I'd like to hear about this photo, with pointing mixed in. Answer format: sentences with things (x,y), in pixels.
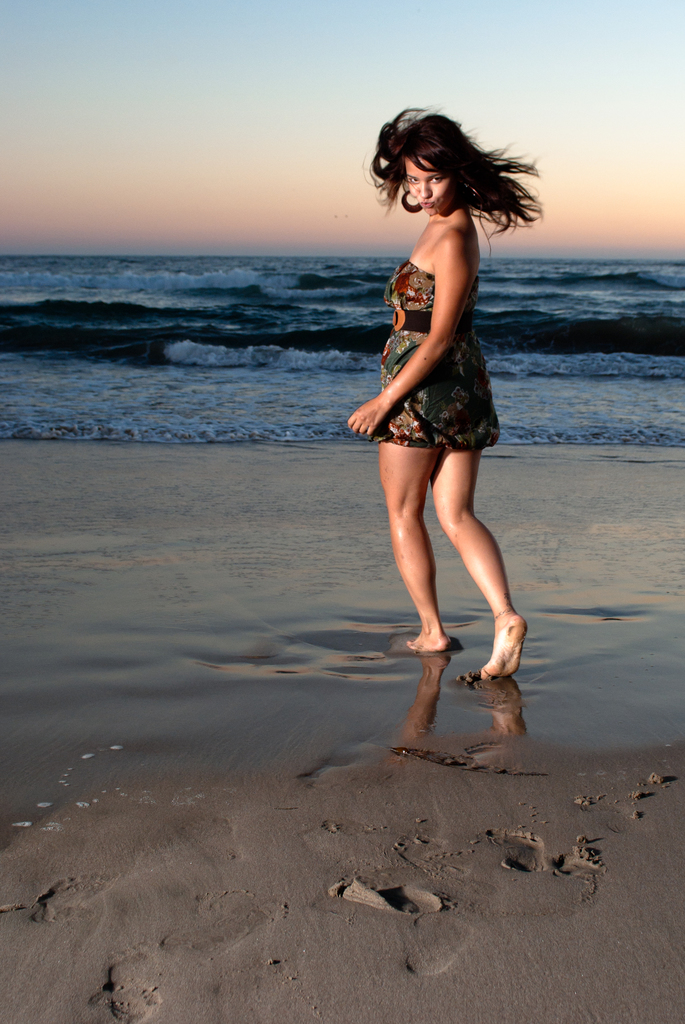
In this picture we can see a girl (458,456) standing on the beach (352,656) and giving a pose to the camera. Behind there is sea water (274,346) and on the top (330,108) we can see the sunset sky (301,231).
